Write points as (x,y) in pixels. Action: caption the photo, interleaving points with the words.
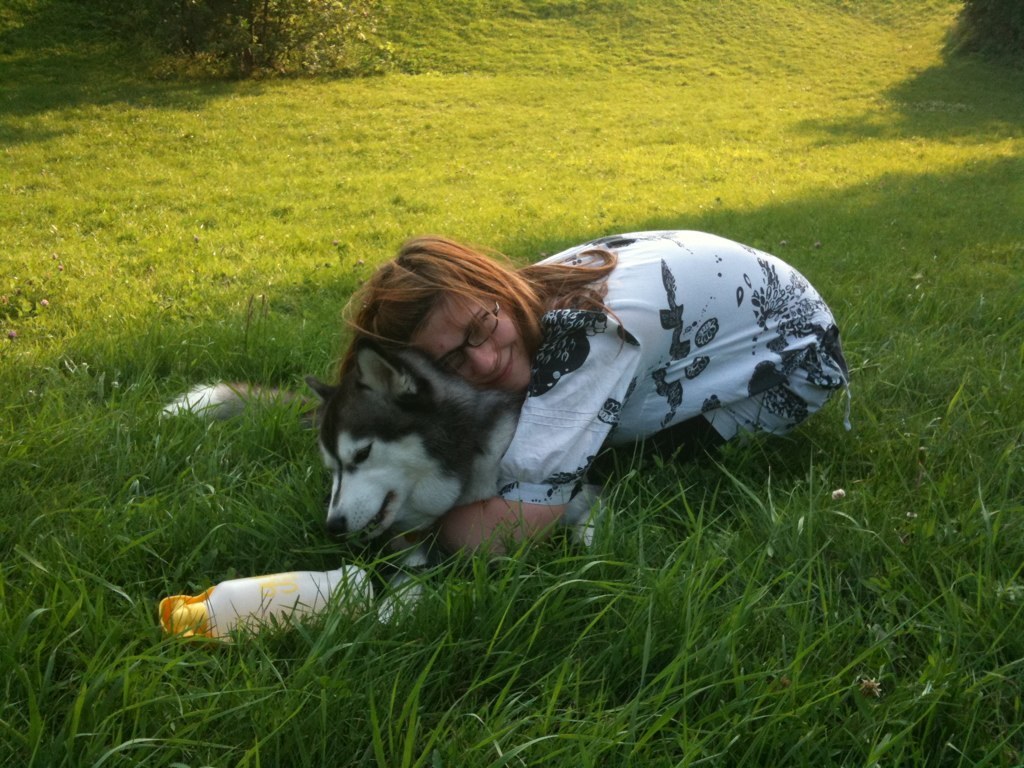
A girl (567,396) is hugging a dog (357,374) in a grass (556,526).
